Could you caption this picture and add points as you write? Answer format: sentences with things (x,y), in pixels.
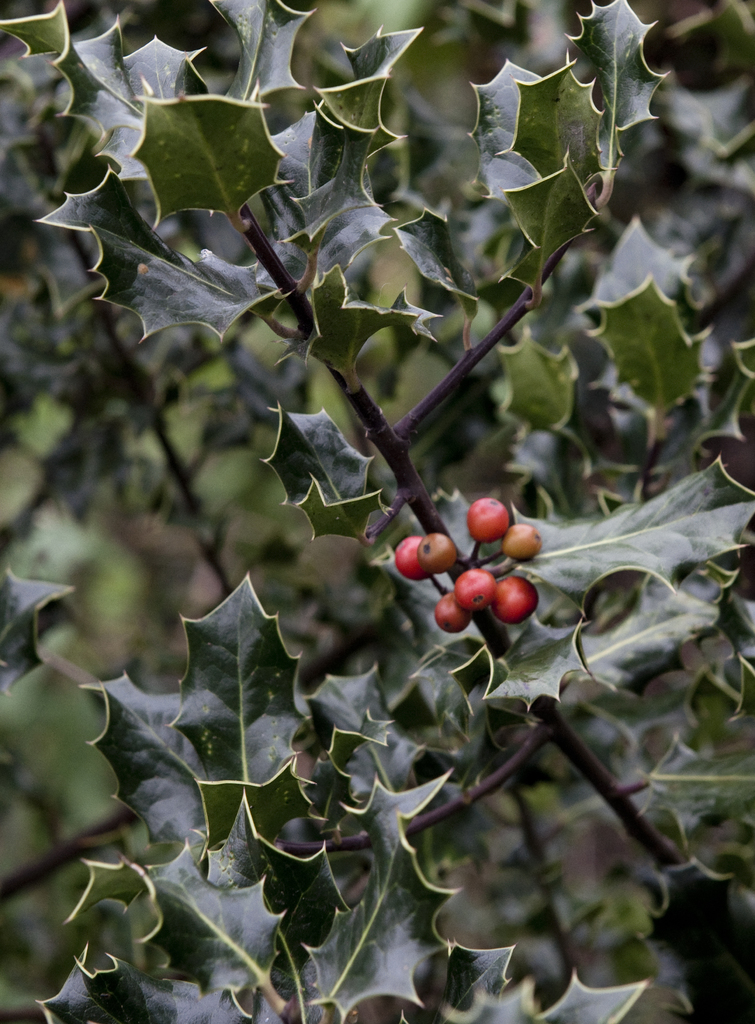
In this picture, we can see a few plants (546,641), fruits (499,596) and we can see the blurred background (55,328).
